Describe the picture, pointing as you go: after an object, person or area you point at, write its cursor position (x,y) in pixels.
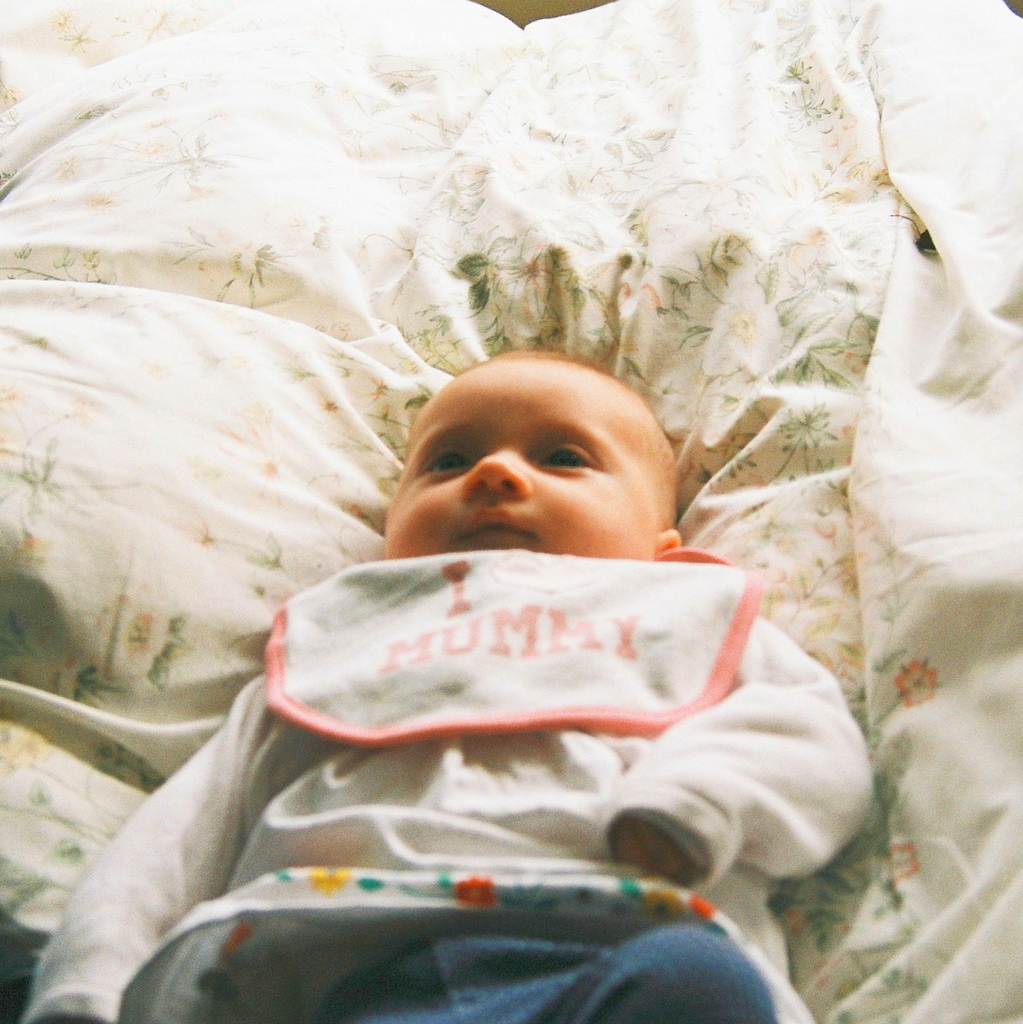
In this image we can see a baby (580,561) a wearing dress (457,947) is lying on the bed (919,731).
